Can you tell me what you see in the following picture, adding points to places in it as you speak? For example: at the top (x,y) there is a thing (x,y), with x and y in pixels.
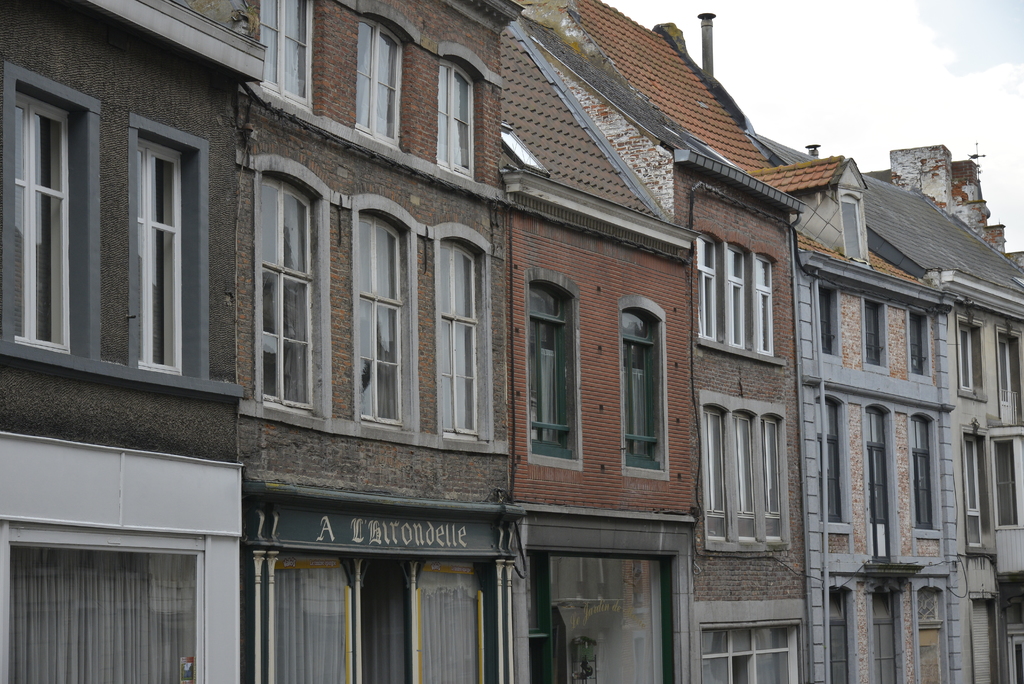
In this image we can see a building (641,382) and windows (42,587). In the background (1004,50) there is sky (886,78) with clouds (991,189).
